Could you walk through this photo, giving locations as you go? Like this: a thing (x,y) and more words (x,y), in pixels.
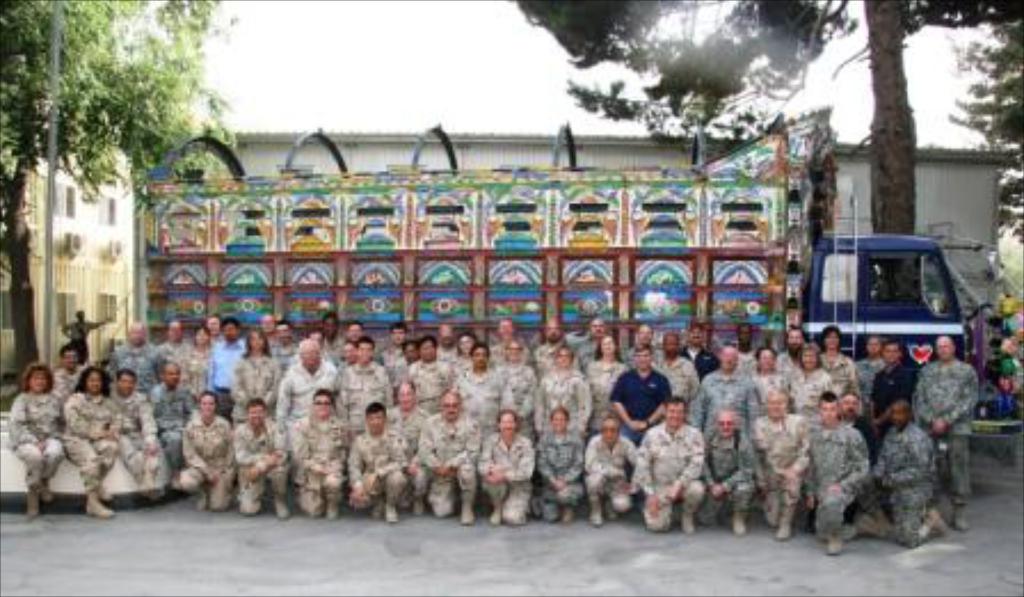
In the center of the image (414,373) we can see a few people (364,485) are sitting and a few people (438,392) are standing. And they are in different costumes (340,464). In the background (502,108), we can see the sky (417,66), trees (886,110), buildings (412,142), one vehicle (558,276), one pole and a few other objects (448,136).
